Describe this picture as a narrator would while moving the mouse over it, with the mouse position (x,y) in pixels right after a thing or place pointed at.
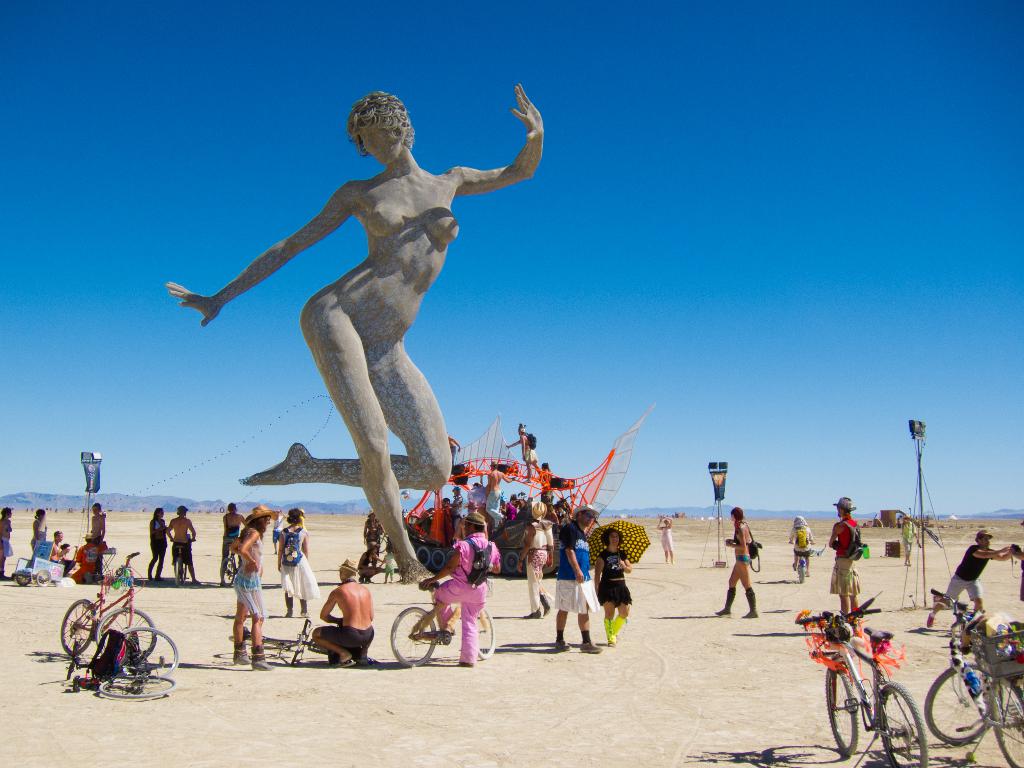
In this image in the middle (438,406) there is a sculpture (394,392). At the bottom (698,680) there are many people (468,602), bicycles (882,720), vehicle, lights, land (683,576). In the background (895,505) there are hills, sky (675,259).
